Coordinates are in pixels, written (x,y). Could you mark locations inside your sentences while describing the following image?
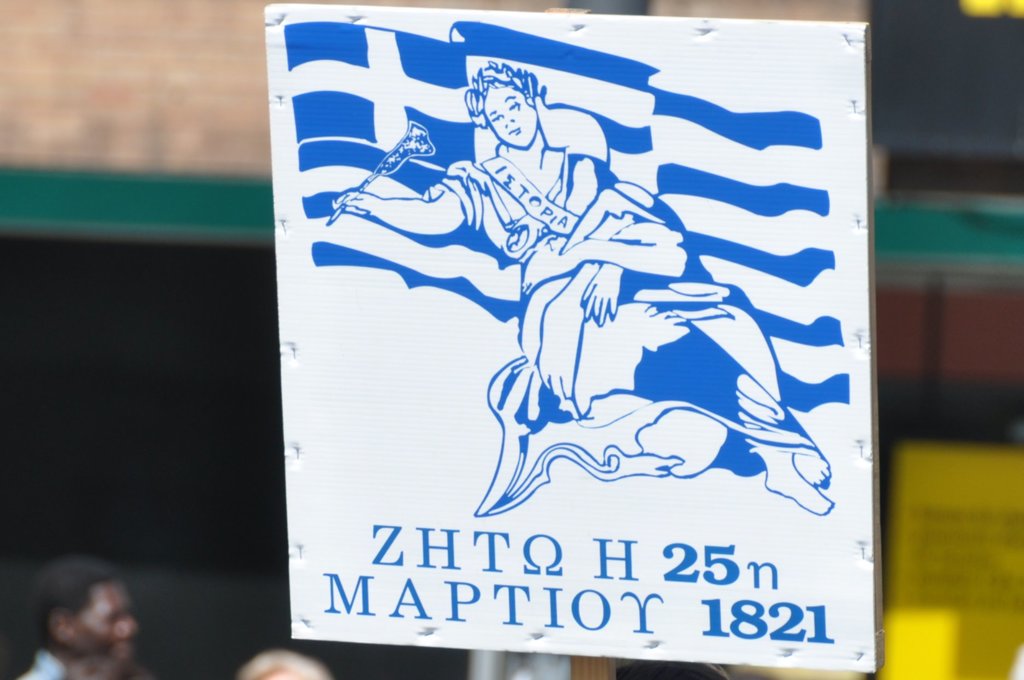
In the center of the image (509,317) there is a board (530,264). On board (541,216) we can see painting (557,157) of person (448,202) and some text (474,561). At the bottom of the image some persons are there. In the background (202,633) the image is blur.
